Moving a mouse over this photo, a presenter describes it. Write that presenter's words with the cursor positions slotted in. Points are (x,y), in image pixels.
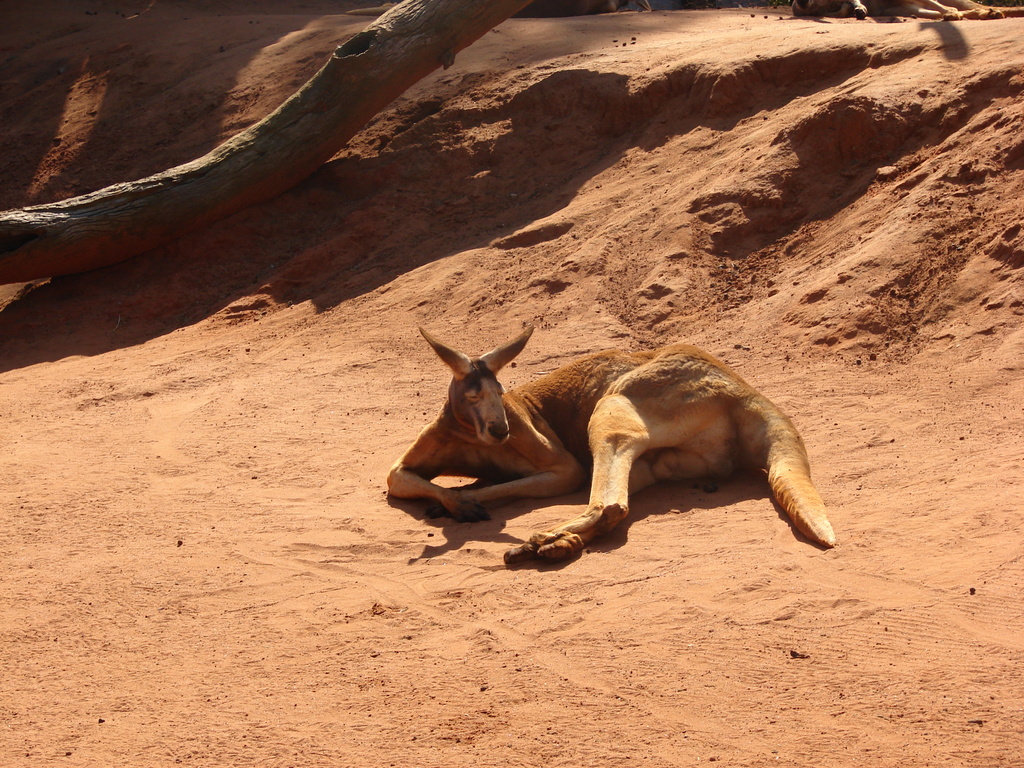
In this image there is sand (932,603). There is a tree branch (58,203). There is an animal (542,553) sat on the sand (486,343) in the middle (618,402).
